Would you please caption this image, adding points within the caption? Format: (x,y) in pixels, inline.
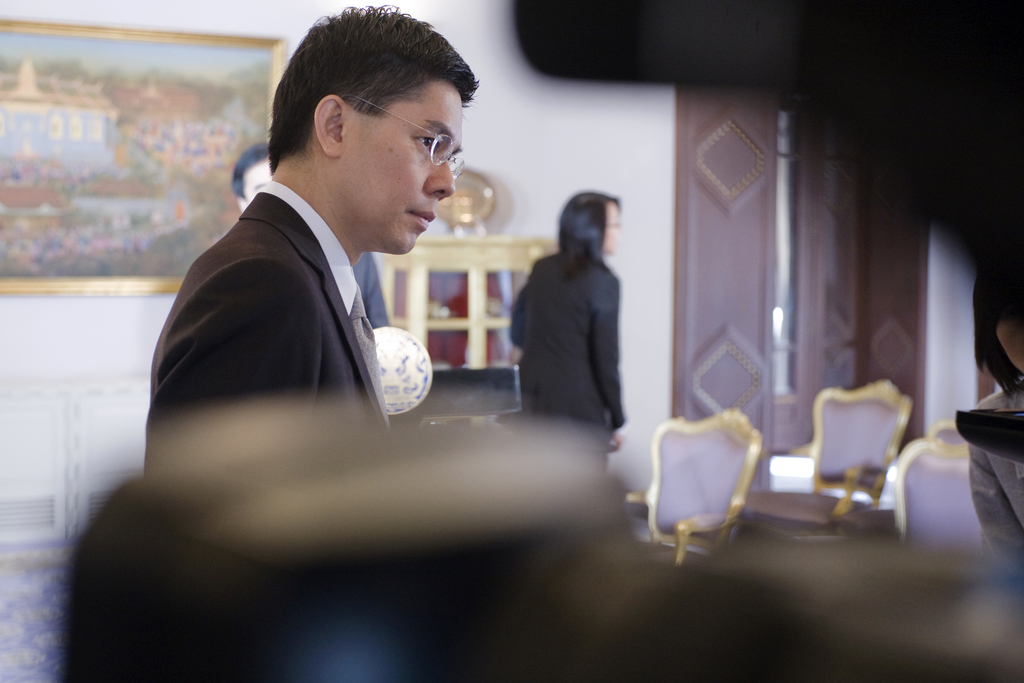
In this image there is a person (298,332) standing with black suit (244,374) and spectacles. At the right side of the image (775,456) there are chairs (712,502) and door (728,286), at the left side of the image (58,55) there is a painting (75,52) on the wall (75,363) and two other persons (550,270) standing at the back of the image (548,300).
